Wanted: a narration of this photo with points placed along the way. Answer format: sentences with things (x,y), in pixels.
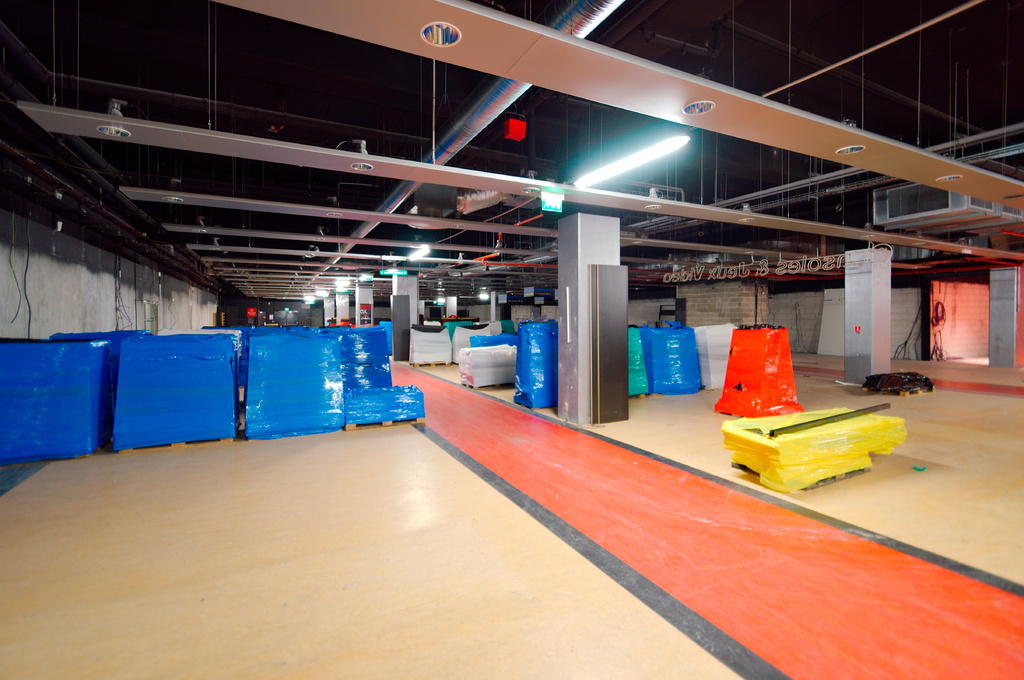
In this image we can see blocks (515,371) and covers (798,445). At the top (776,216) there are lights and we can see a roof (337,82). There are pipes (483,98). At the bottom (586,585) there is a floor (531,548). In the background (194,309) there is a wall (150,283).
